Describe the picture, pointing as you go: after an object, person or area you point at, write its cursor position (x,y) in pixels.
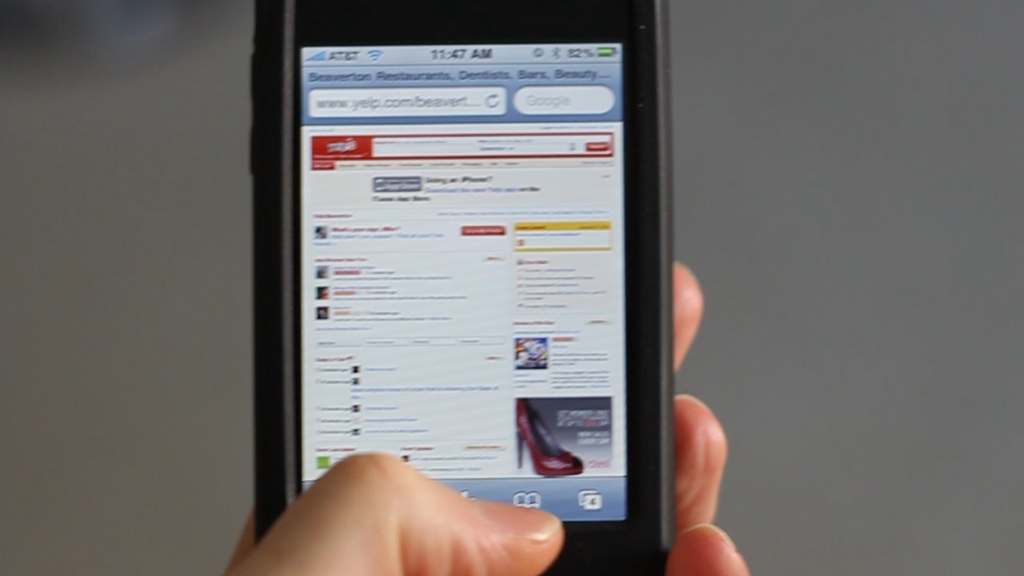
In this image in the center (679,276) there is one person (349,523) who is holding a mobile phone (430,401), and in the mobile phone (359,301) there is text (448,164) and an image of footwear (551,448) and there is blurry background (84,205).
